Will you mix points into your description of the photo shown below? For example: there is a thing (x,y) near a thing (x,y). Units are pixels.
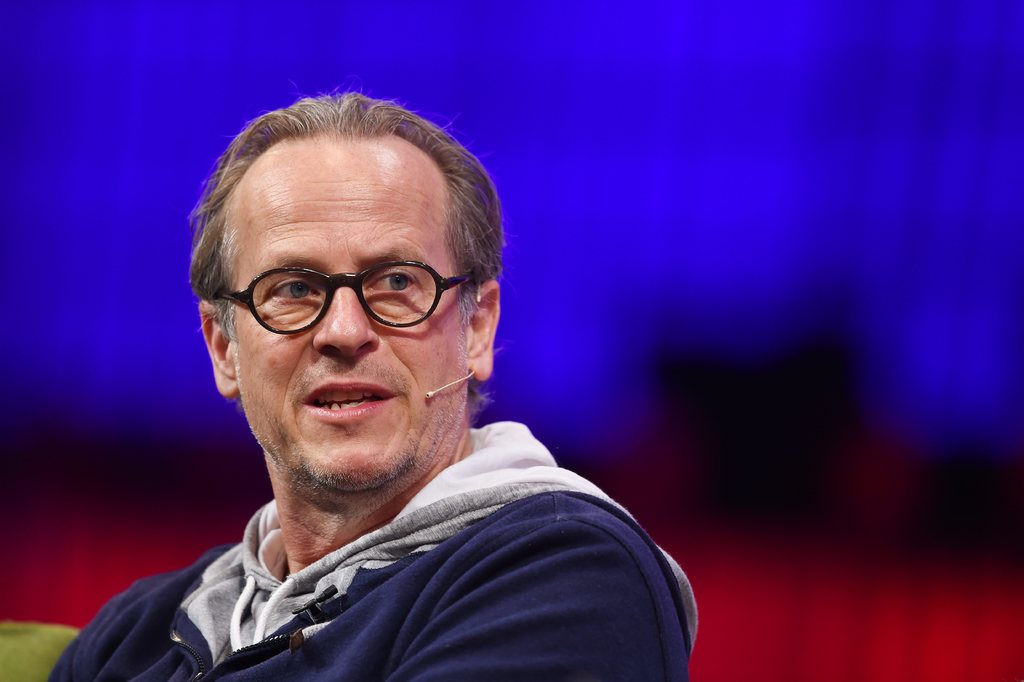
In this picture we can observe a person (283,550) wearing blue color hoodie (395,611) and spectacles (278,285). We can observe a mic (463,381) near his ear (474,374). The background (64,147) is in blue, black and red colors.
